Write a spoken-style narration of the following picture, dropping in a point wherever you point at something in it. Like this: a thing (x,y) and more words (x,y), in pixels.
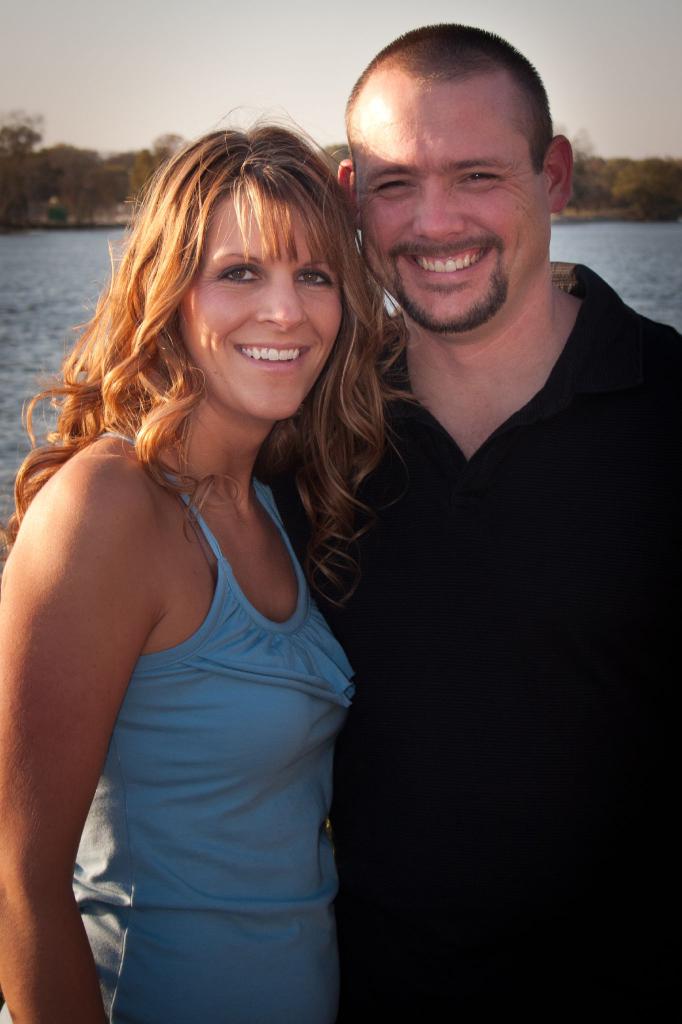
In this image we can see a woman (313,984) wearing blue color dress (119,798) and a man (398,554) wearing black color dress (392,567) are standing here and smiling. In the background (38,302), we can see the water (656,260), trees (669,212) and the sky (21,17).
